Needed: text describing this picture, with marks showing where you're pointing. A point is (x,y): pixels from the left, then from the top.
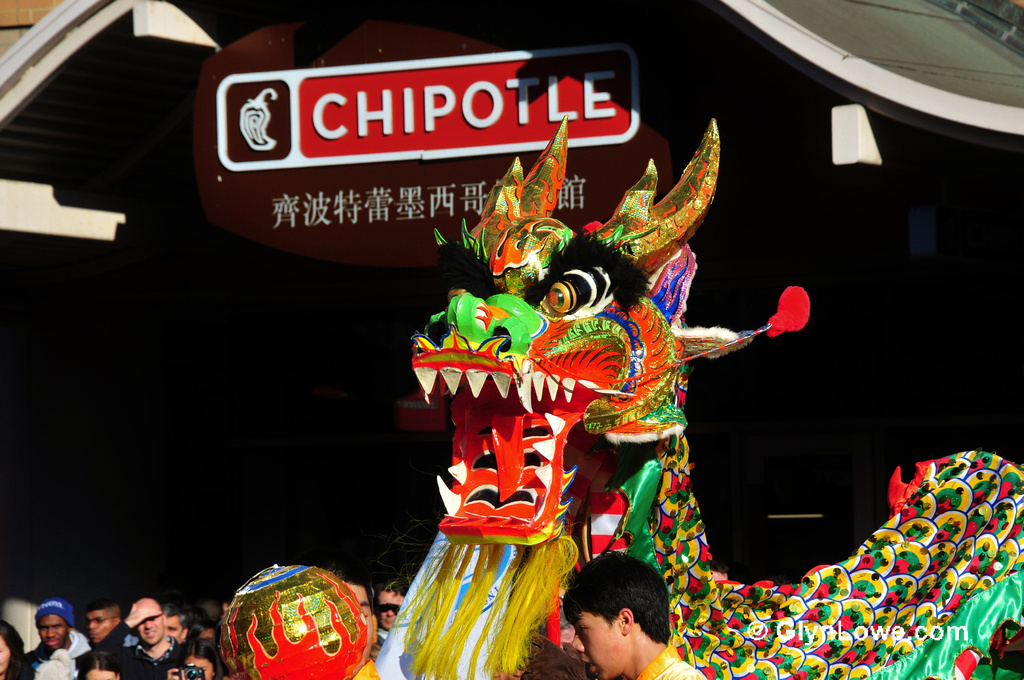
In this image I can see few people (189,642). I can see a toy dragon (692,489) and it is colorful. Background (320,364) is in black color. I can see a brown board (388,137).
